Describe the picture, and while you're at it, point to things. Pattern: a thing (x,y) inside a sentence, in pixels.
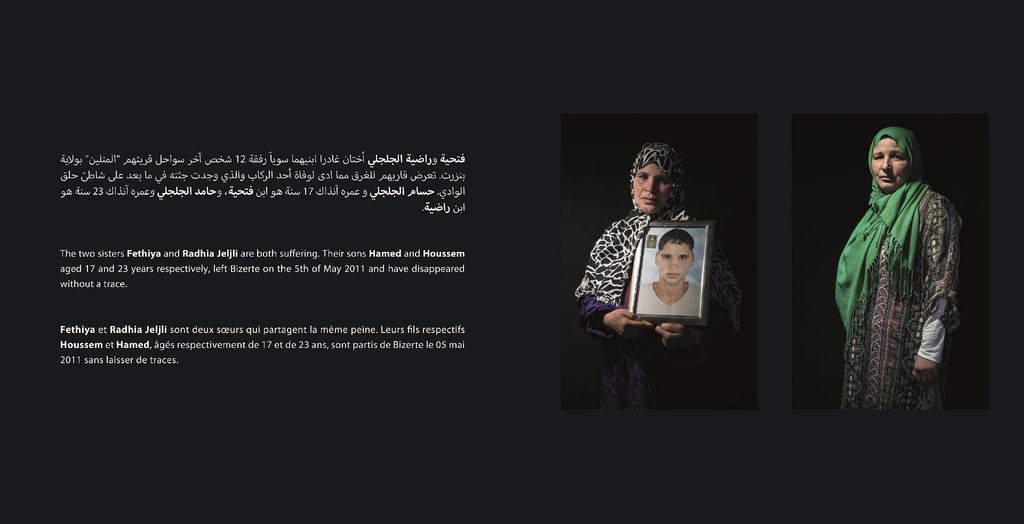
This is an edited image. In this image we can see two women (596,282) standing. In that a woman (605,268) is holding a photo frame (712,248) of a person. We can also see some text (86,361) on this image.
